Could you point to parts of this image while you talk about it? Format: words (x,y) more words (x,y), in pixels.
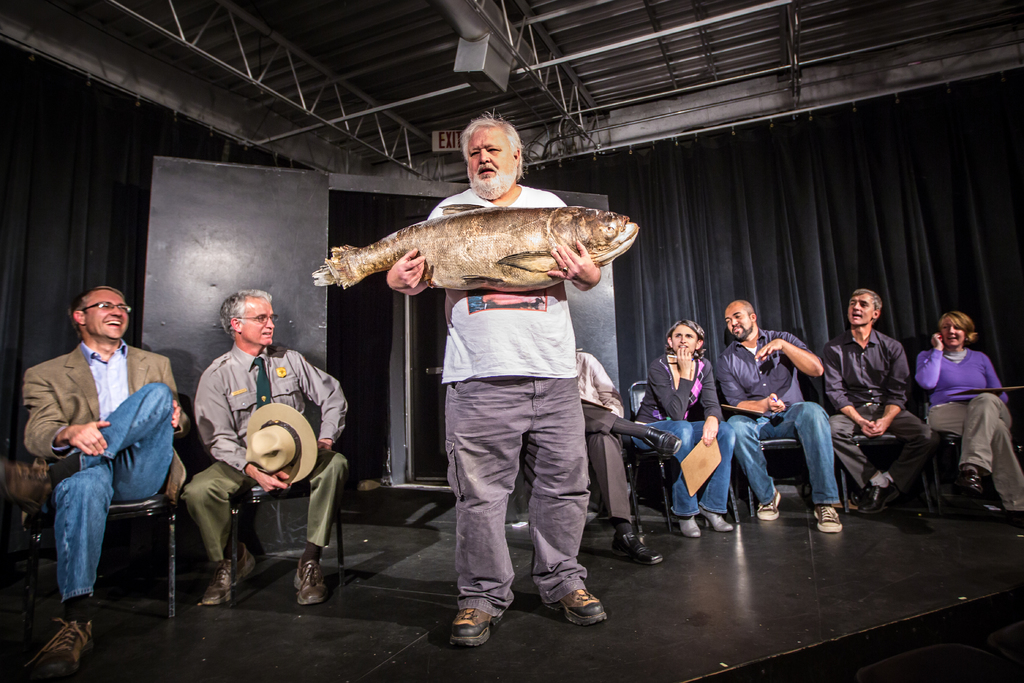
In the center of the image (560,320) we can see a man (557,376) standing on the floor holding a fish (521,277). We can also see a group of people (159,484) sitting on the chairs (664,472) around him. In that a man (330,500) is holding a hat (283,469) and a woman (688,500) is holding a pad (699,471). On the backside (658,233) we can see a curtain (642,234), signboard (447,133) and a roof (287,71).
